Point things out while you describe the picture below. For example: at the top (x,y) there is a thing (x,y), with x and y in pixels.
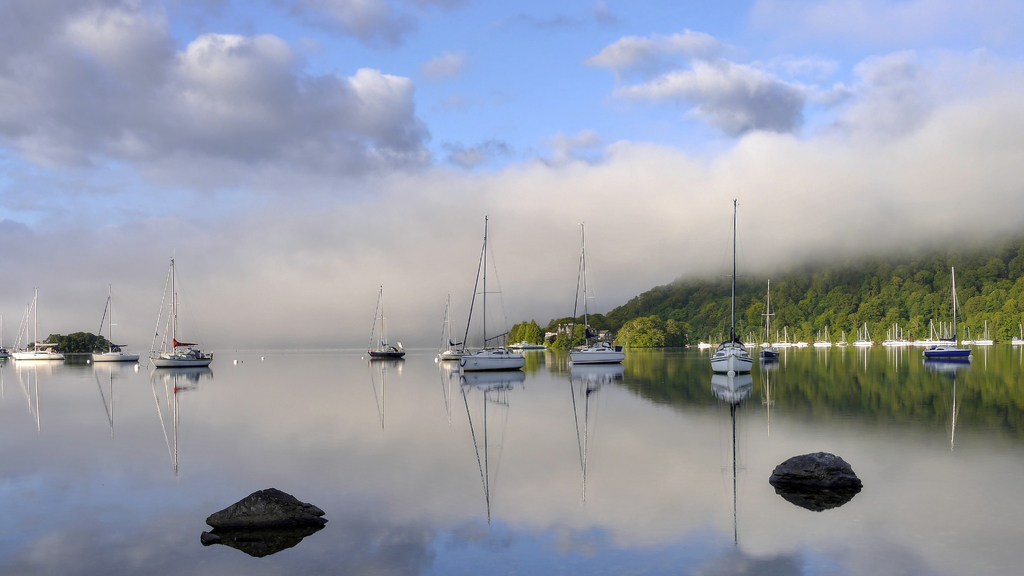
In the picture there is a water surface (395,363) and there are many ships (382,339) on the surface (677,363) of the water (584,412). There are two rocks (813,469) in the front (780,475) and on the right side (825,311) there are many trees (840,283).
